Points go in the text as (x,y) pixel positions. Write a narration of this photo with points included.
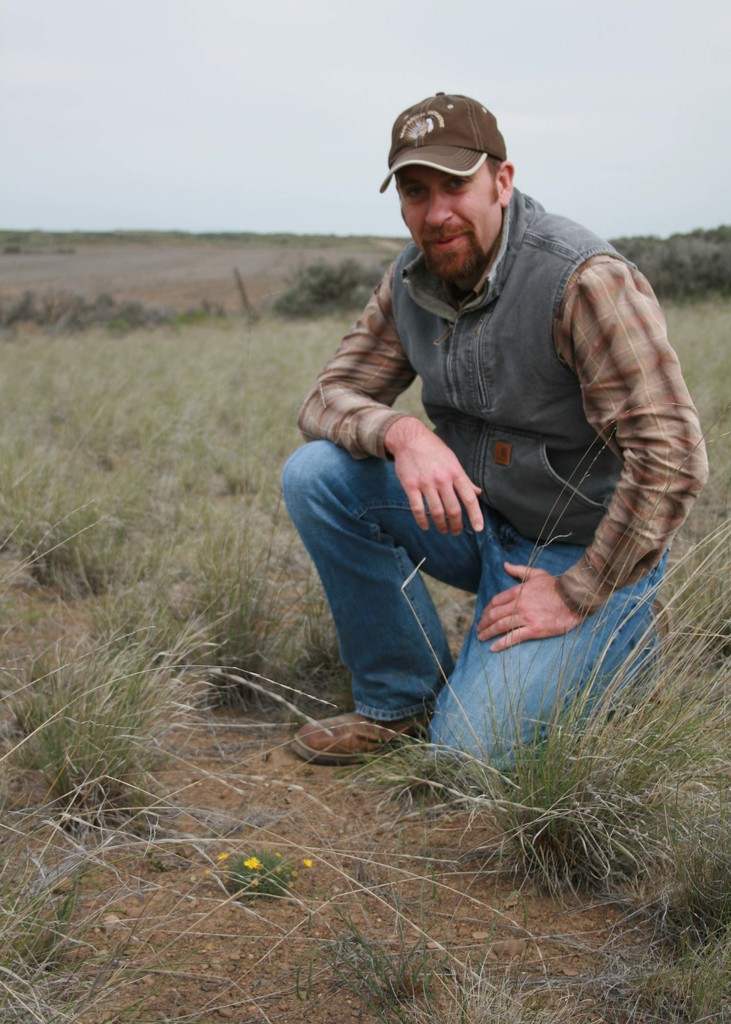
In this image I can see an open grass ground (211,505) and on it I can see a man (399,301) in the front (412,319). I can see he is wearing shirt (638,385), a jacket (577,390), a cap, blue colour jeans (447,557) and a brown shoe (374,723).
